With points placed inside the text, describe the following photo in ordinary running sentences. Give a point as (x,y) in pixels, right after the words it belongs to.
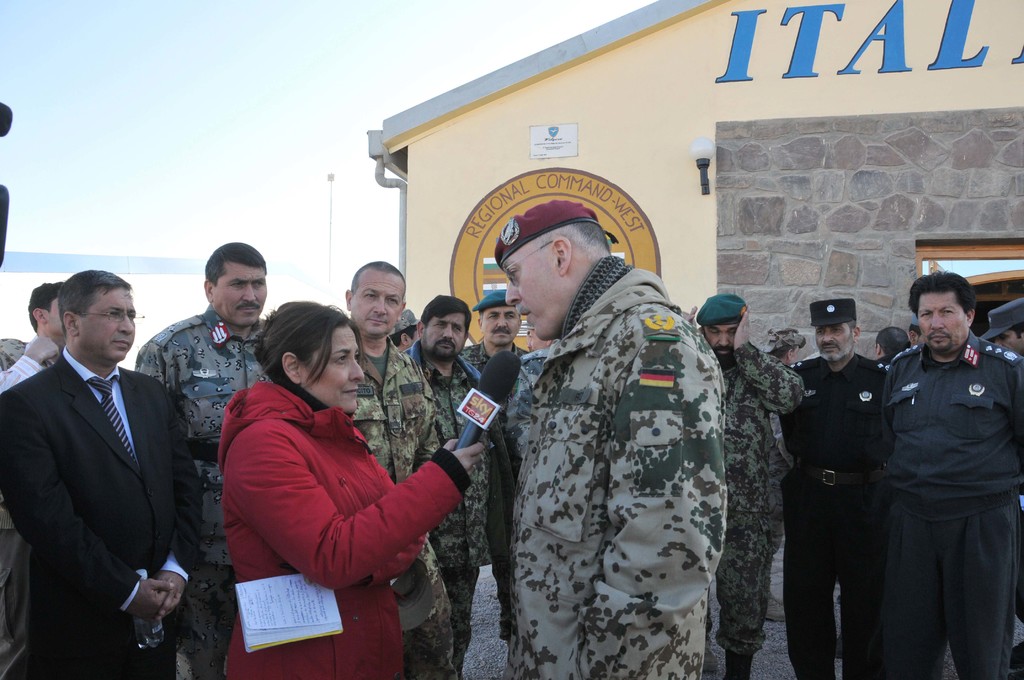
In this picture we can see the military general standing in the front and beside there is a lady reporter (263,348), taking the interview with microphone (508,358). Behind there are some army persons (381,338) standing and looking to him. In the background (731,47) we can see granite wall (826,169) and yellow shade house (550,86).
